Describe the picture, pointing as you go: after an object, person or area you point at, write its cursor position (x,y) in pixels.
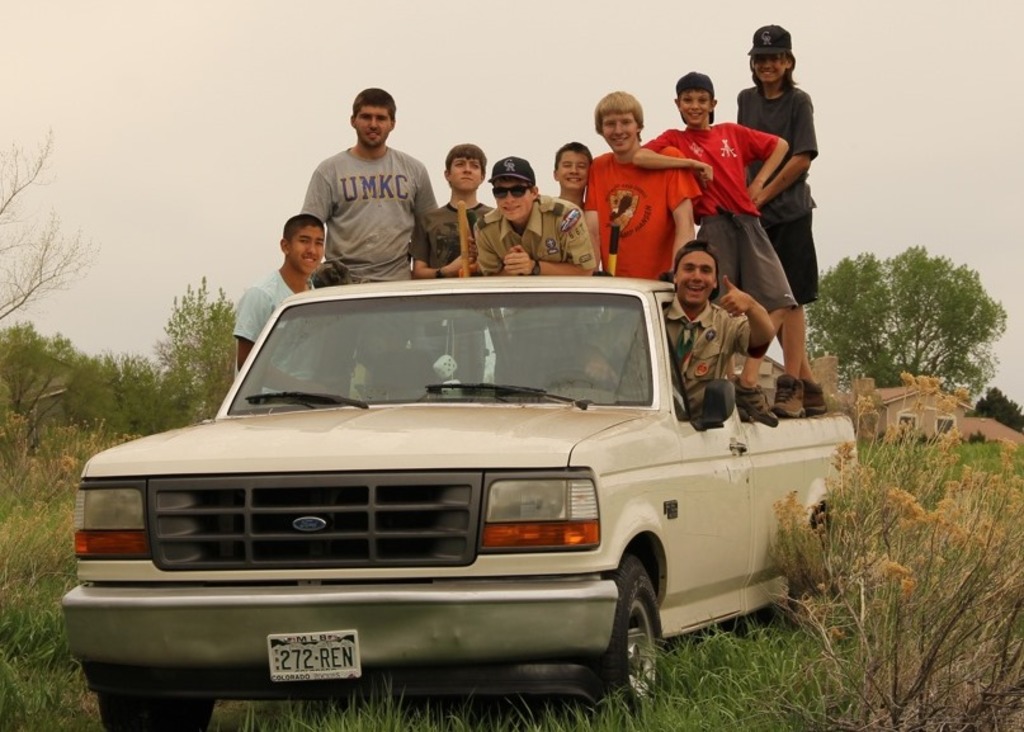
This image is clicked outside. There is a car (464,448) in the middle (464,448). There is a number plate (353,644) to that car (479,583). There is headlight (590,480), tyre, there are so many people (788,177) standing on that car (543,435). There is tree (912,317) on the right side (938,355), and there is grass (71,674).
